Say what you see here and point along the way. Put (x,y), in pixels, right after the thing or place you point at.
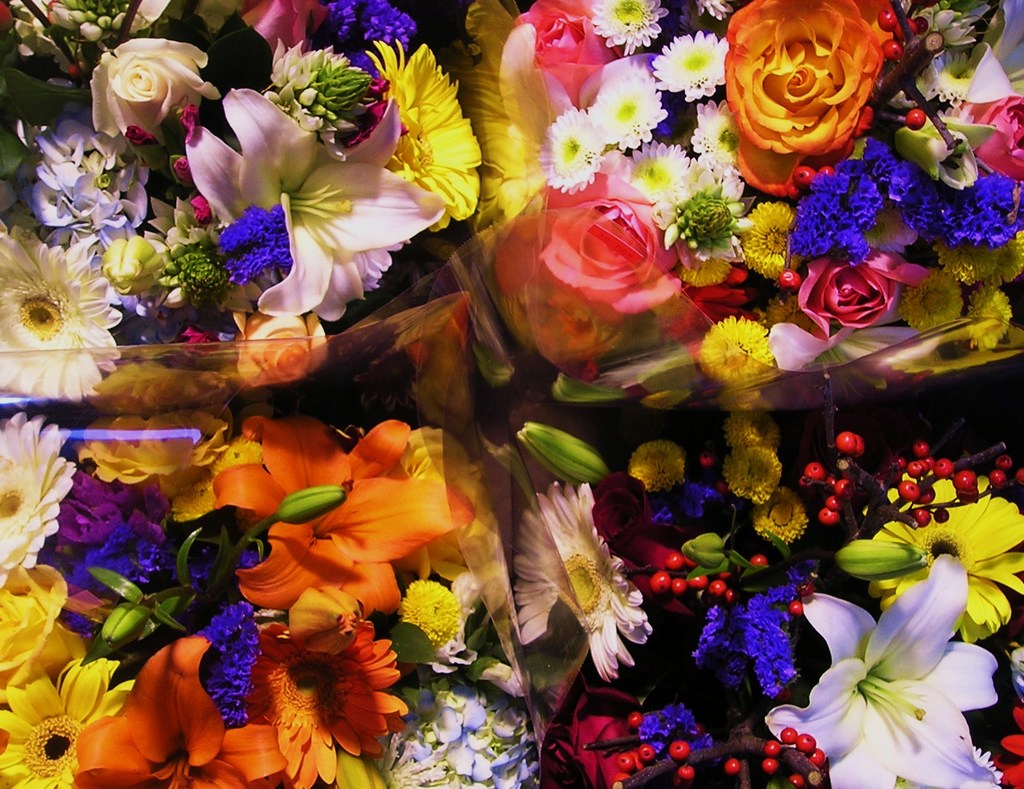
In this image we can see some flowers (335,577) and buds (521,438).
